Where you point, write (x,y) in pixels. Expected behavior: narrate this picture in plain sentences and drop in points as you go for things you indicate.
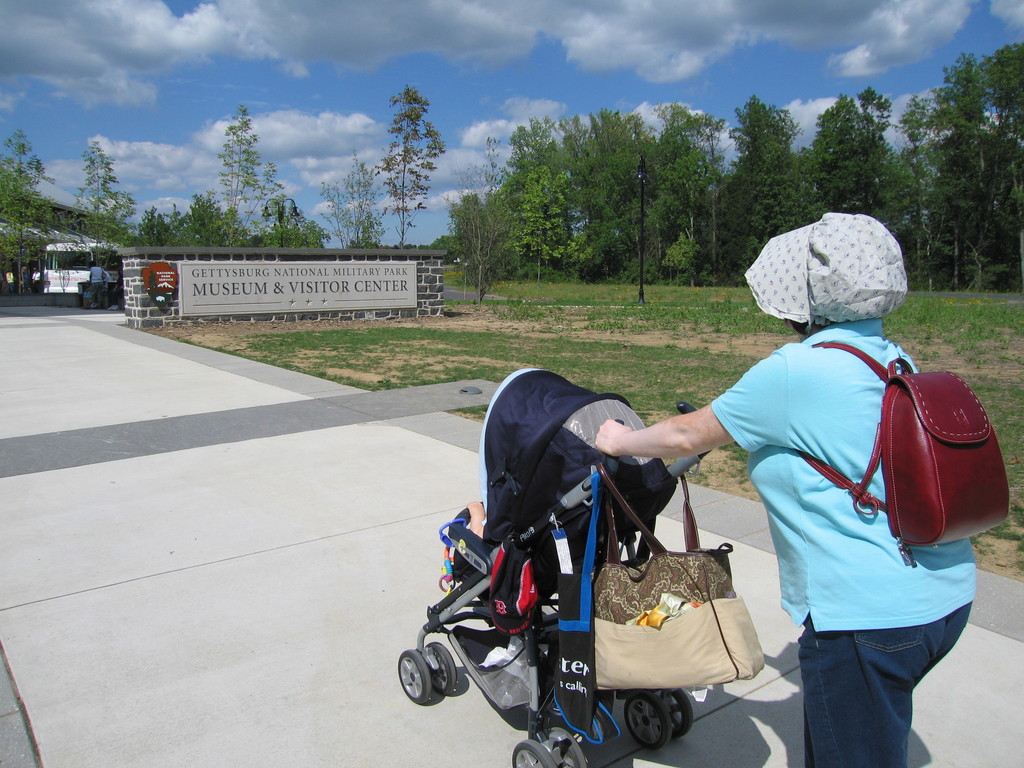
In this image on the right side (818,374) there is one person (817,425) who is wearing a bag (939,440), and she is pushing a vehicle (515,540). And in the vehicle (510,492) there is one baby (479,531) it seems, at the bottom (118,703) there is a walkway (739,584) and in the background (160,277) there is a wall (427,265), board (296,267), vehicle (73,259), trees (468,211), poles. And at the top (392,84) there is sky (352,58).
